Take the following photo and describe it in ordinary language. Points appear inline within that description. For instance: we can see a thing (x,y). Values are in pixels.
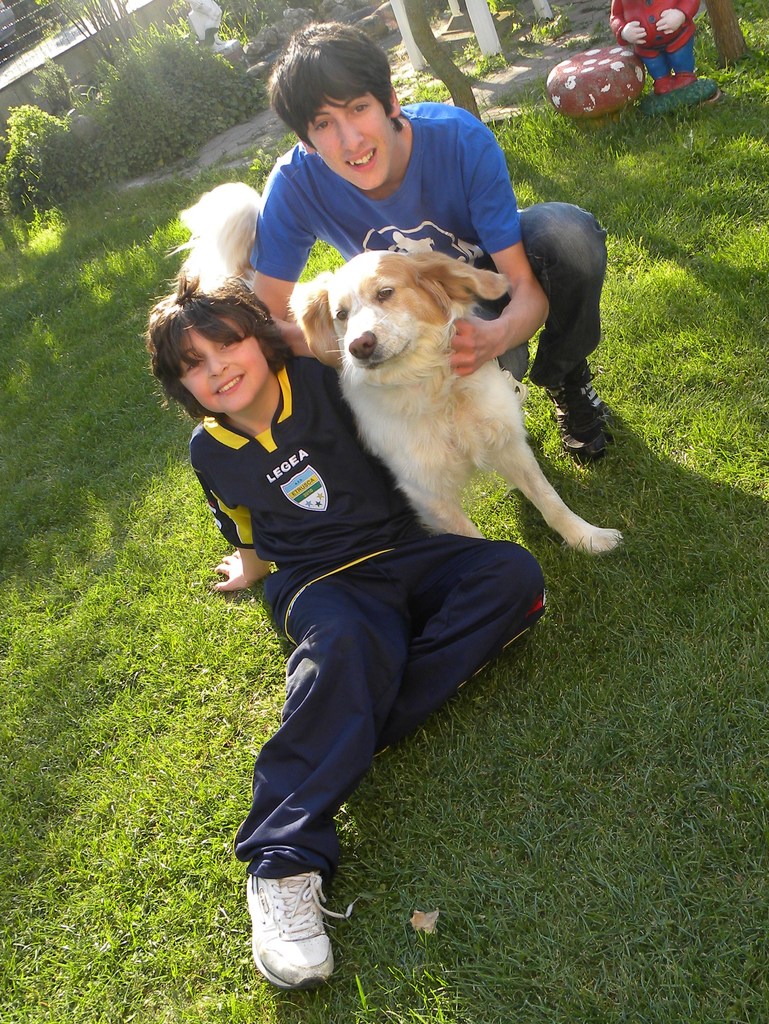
This image consists of two persons (298,646) along with a dog (446,475). At the bottom (497,850), there is green grass (169,677). In the background (450,67), we can see a doll (641,50) and the plants (82,169).
